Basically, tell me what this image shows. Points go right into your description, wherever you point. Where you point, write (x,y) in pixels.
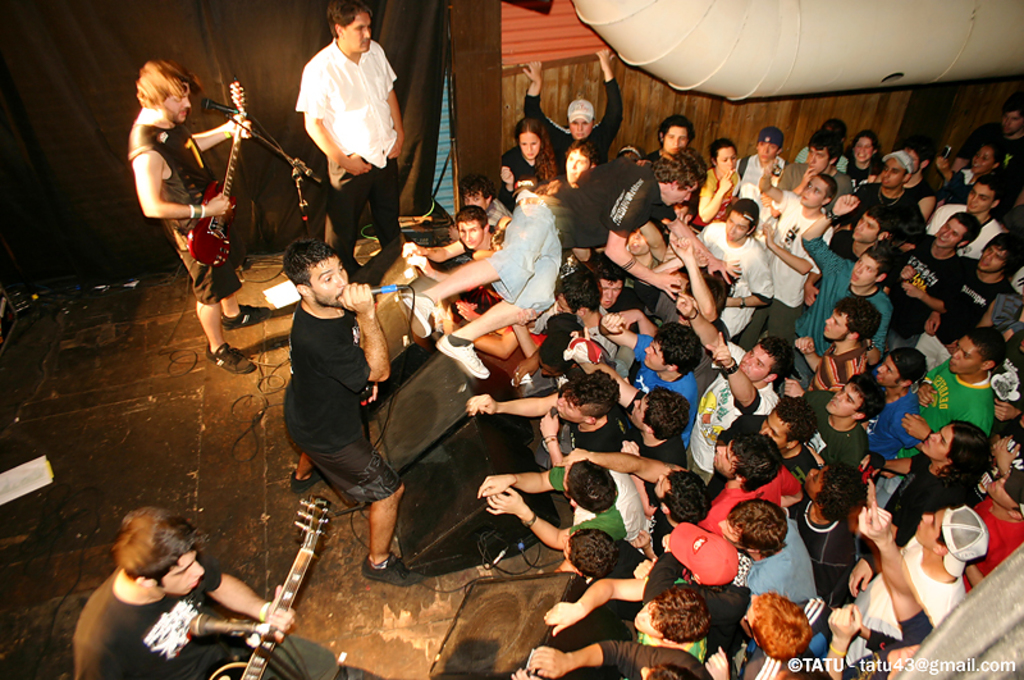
In the given image we can see that, there are three people (156,602) who are performing and they are having musical instruments (217,237) in their hands (210,214). This is a microphone (392,288) and the audience (717,365) are enjoying the show.
